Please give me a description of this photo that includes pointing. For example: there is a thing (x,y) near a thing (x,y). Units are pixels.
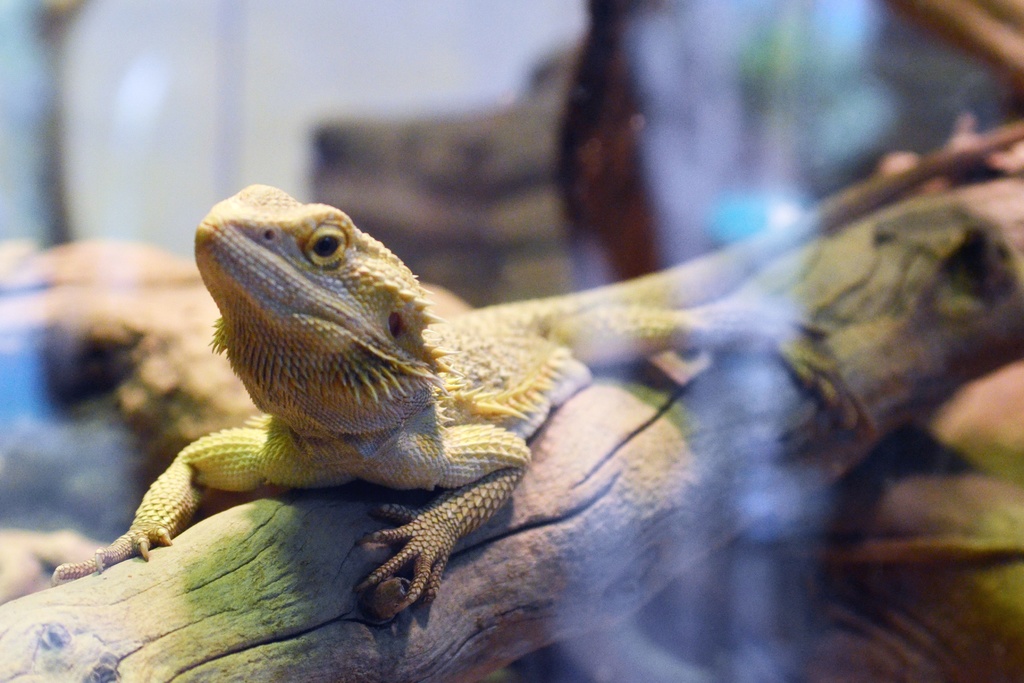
In this image there is a lizard (511,364) on a branch (935,213), in the background (150,227) it is blurred.
